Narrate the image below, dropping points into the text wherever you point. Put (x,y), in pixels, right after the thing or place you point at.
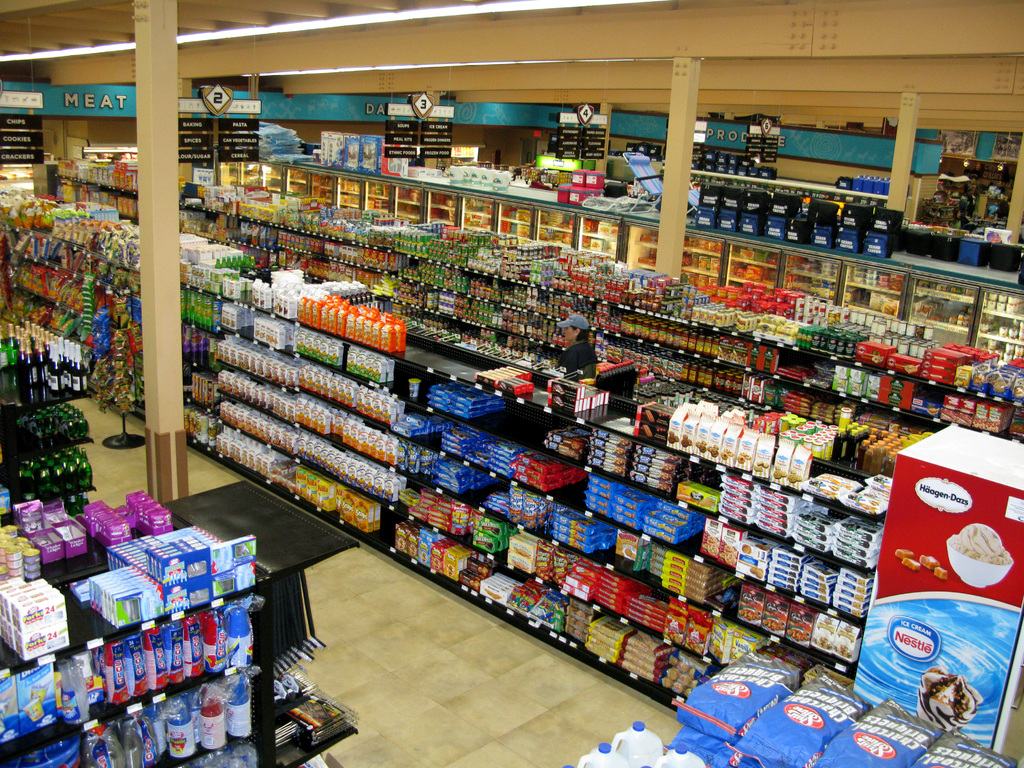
In this picture we can see the inside view of a store (497,646). This is the rack (541,560). Here we can see a person (577,359) standing in the middle (589,341). These are the bottles (641,741), and these are the packets (789,733). Here this is the floor (399,666) and this is light (300,31). Even we can see the board (444,111) here.
